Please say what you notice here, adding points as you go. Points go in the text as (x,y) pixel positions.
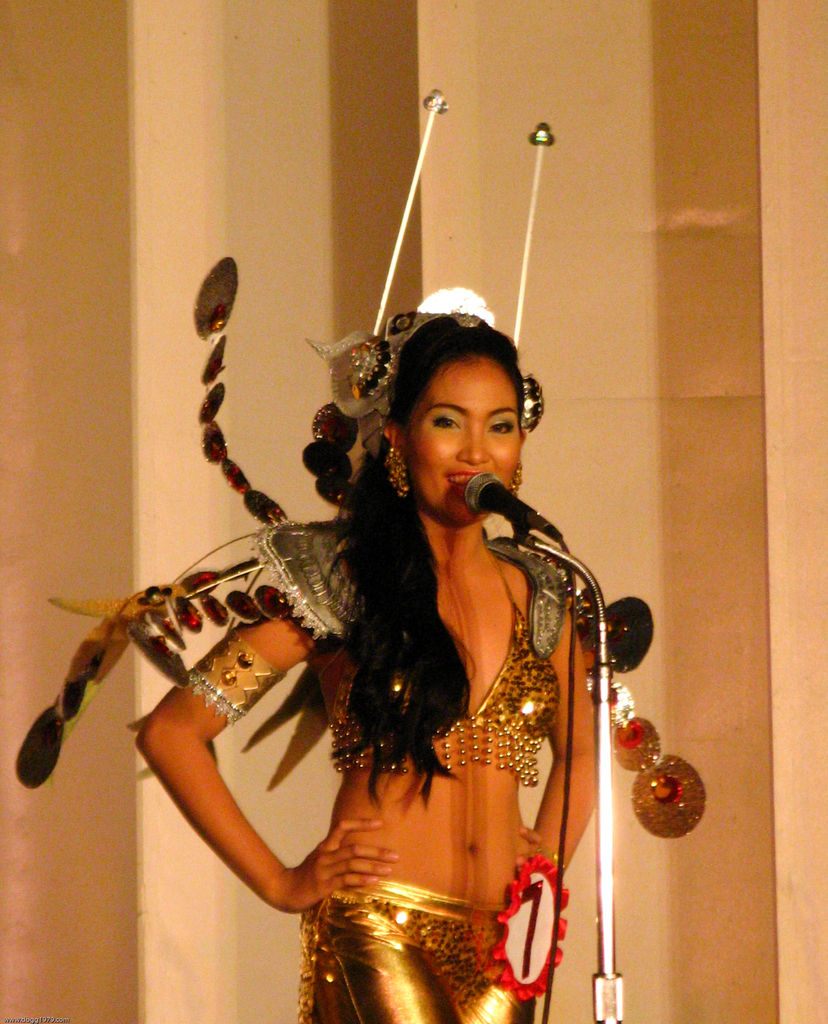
This image is taken indoors. In the background (167,307) there is a wall (578,280). In the middle of the image (437,490) a woman (449,626) is standing and she is with a smiling face (450,481). She is talking and there is a mic (483,496).
